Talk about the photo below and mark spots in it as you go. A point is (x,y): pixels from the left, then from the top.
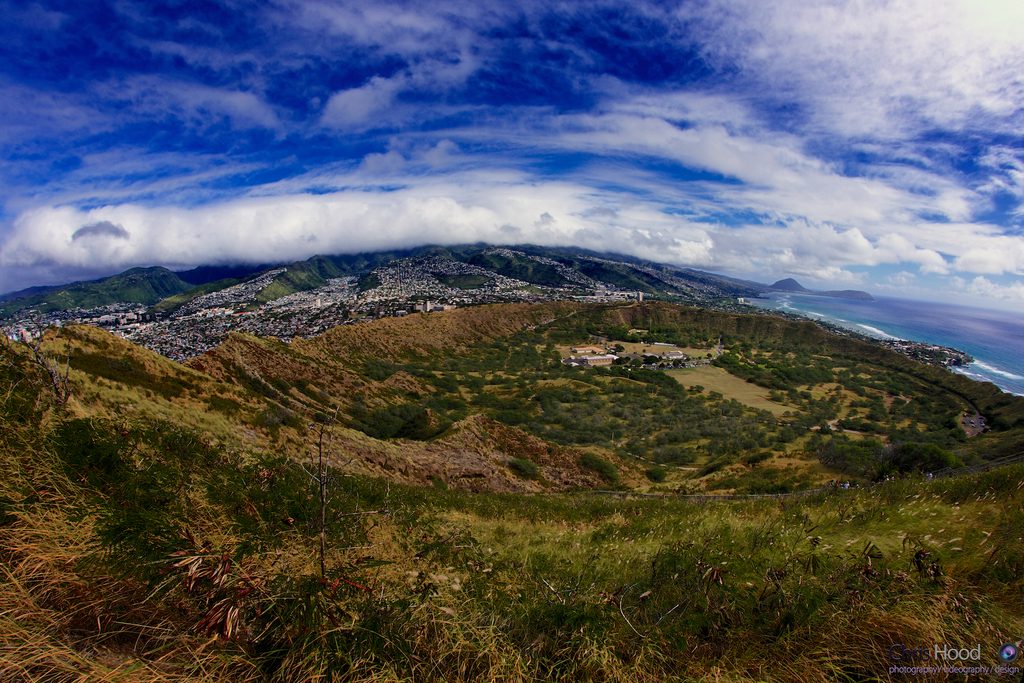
In this picture there is a mountain valley (307,443) full of trees (588,411) and dry grass (510,542). On the top (565,104) there is a sky (565,104) and clouds (629,111).
